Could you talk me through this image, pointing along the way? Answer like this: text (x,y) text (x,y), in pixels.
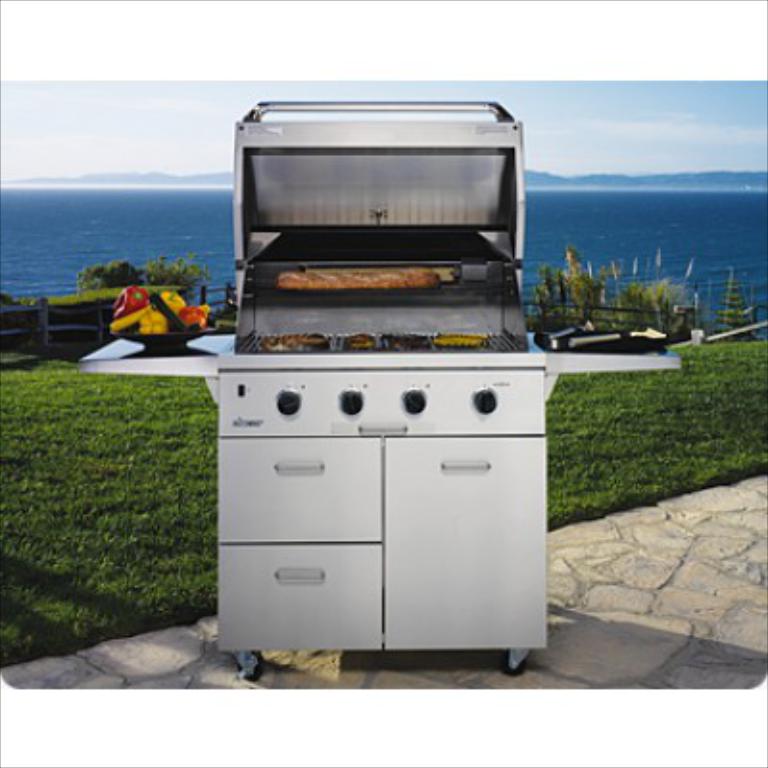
In the foreground of this image (483,389), there is grill stove (495,509) like an object (480,197) on the pavement (682,592). Behind it, there is grass (183,482). In the background (110,217), there is water (126,209) and the sky (98,114).
